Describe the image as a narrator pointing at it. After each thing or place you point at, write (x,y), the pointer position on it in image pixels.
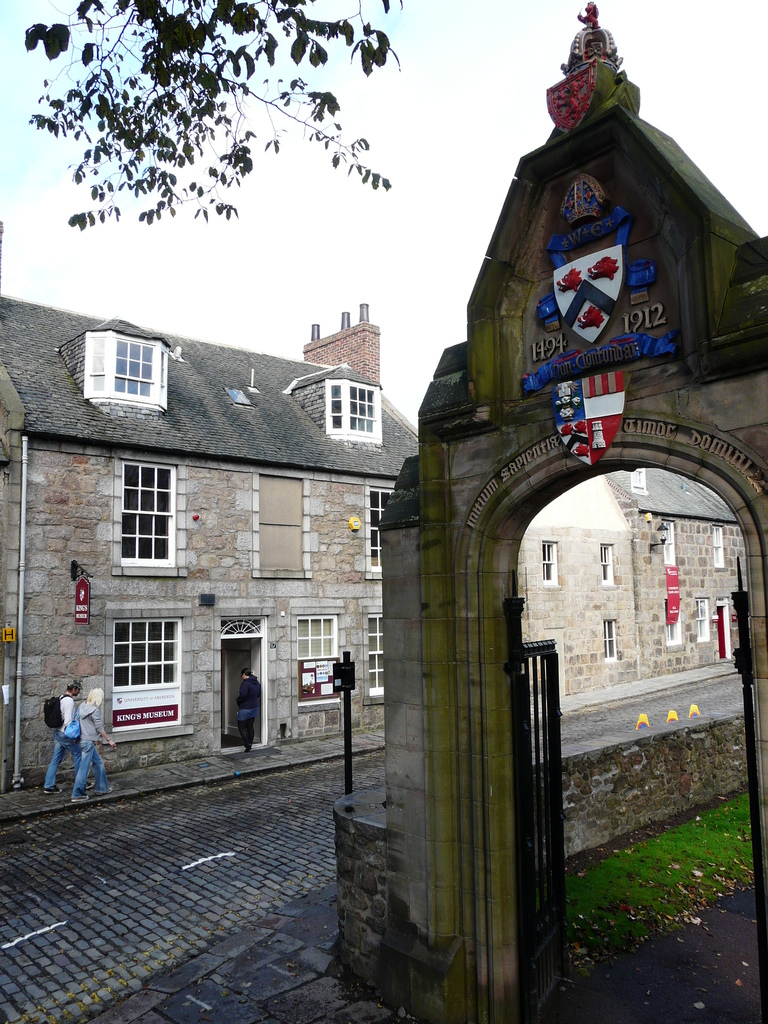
In the image there is an arch (667,215) in the foreground (715,208), on the arch (577,285) there are some emblems (584,333) and there is a gate (523,871) under the arch (501,882) and behind that there is a path (128,824) and there are three people (69,743) behind the path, there is a huge building (244,357) behind the people (82,750).
